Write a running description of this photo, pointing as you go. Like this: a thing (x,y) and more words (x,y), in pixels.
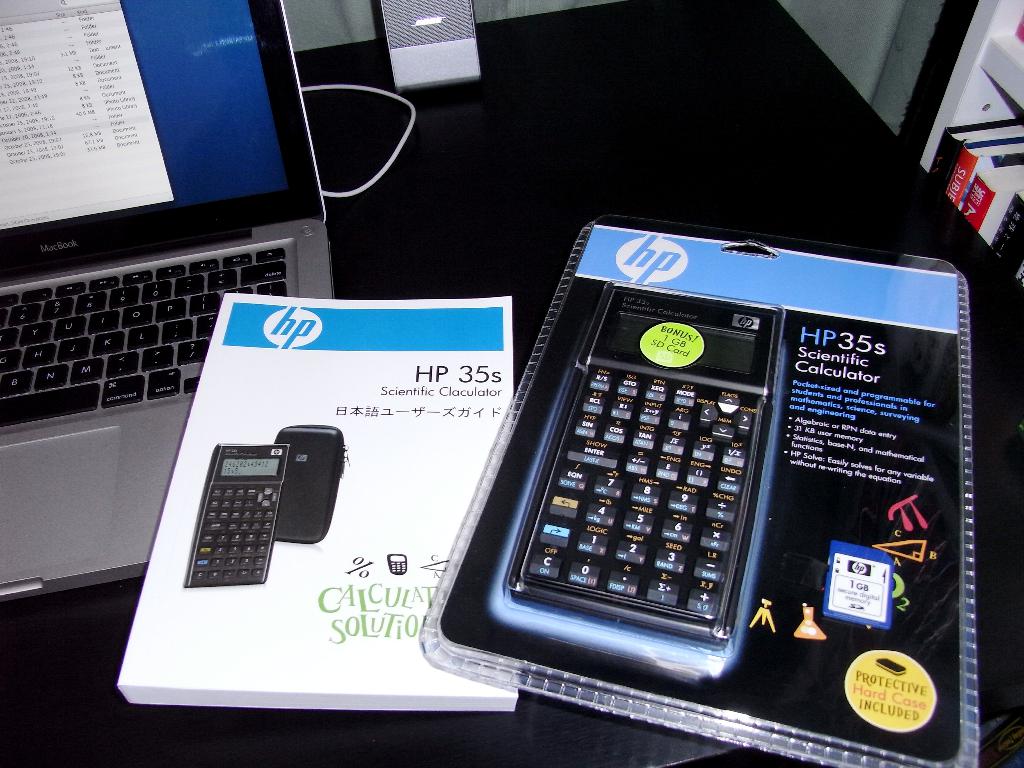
This is the picture of a table (446,294) on which there is a laptop (77,262), calculator (729,401), book (234,468) and to the side there are some books (967,181) in the shelves (933,126).
